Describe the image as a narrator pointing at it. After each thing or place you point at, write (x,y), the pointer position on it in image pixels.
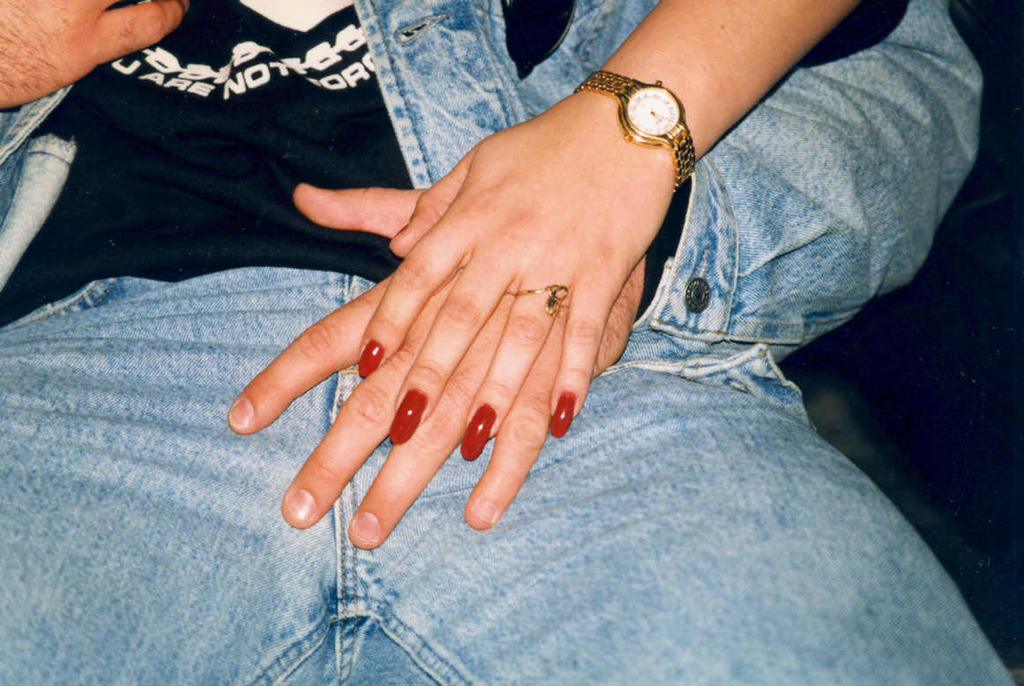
In the image we can see a person (178,204) sitting and wearing clothes (210,372). It looks like a woman hand (576,216), wearing finger ring (552,304), nail polish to the nail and wrist watch (636,98).
